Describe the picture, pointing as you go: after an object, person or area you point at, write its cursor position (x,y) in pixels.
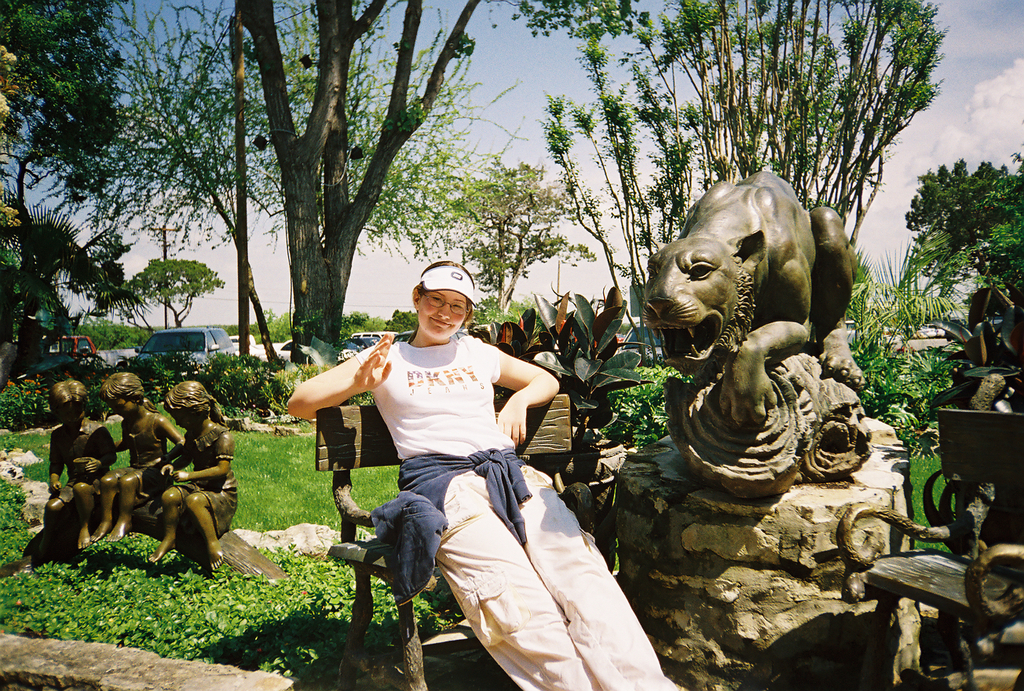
Beautiful girl (469,448) is sitting on the chair (496,409). She wore white color t-shirt (455,343), in the left side of an image (58,392) there are statues (225,487) and there are big trees (338,215) in the long back side of an image.
